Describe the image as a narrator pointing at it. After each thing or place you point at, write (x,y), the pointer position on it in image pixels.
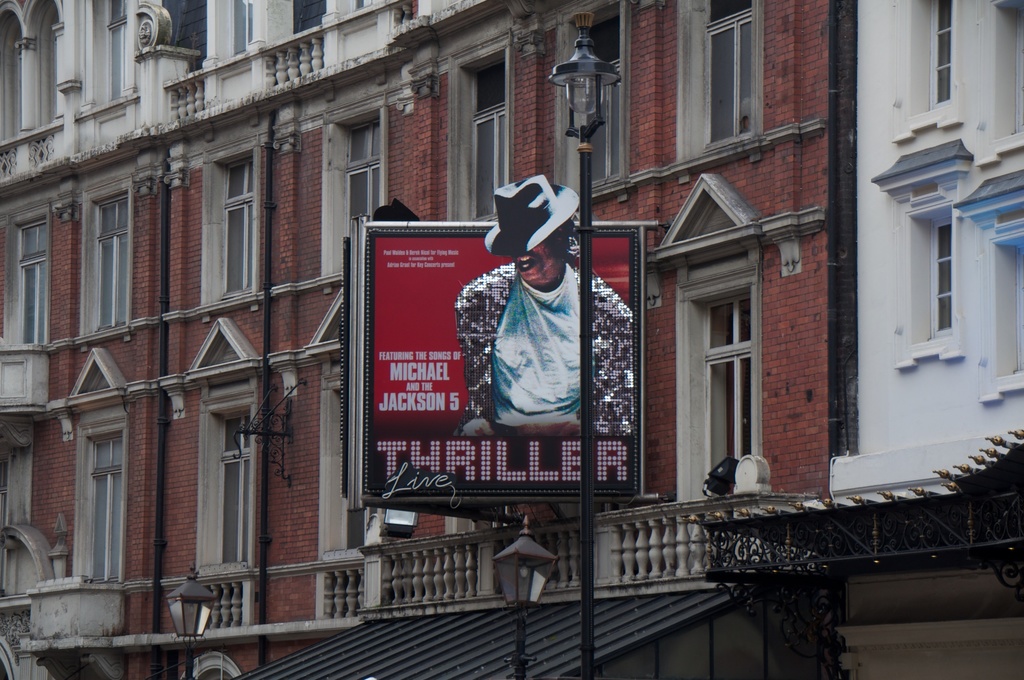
In this image, we can see a building (265,207) and there is a board (462,304) and we can see some lights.
